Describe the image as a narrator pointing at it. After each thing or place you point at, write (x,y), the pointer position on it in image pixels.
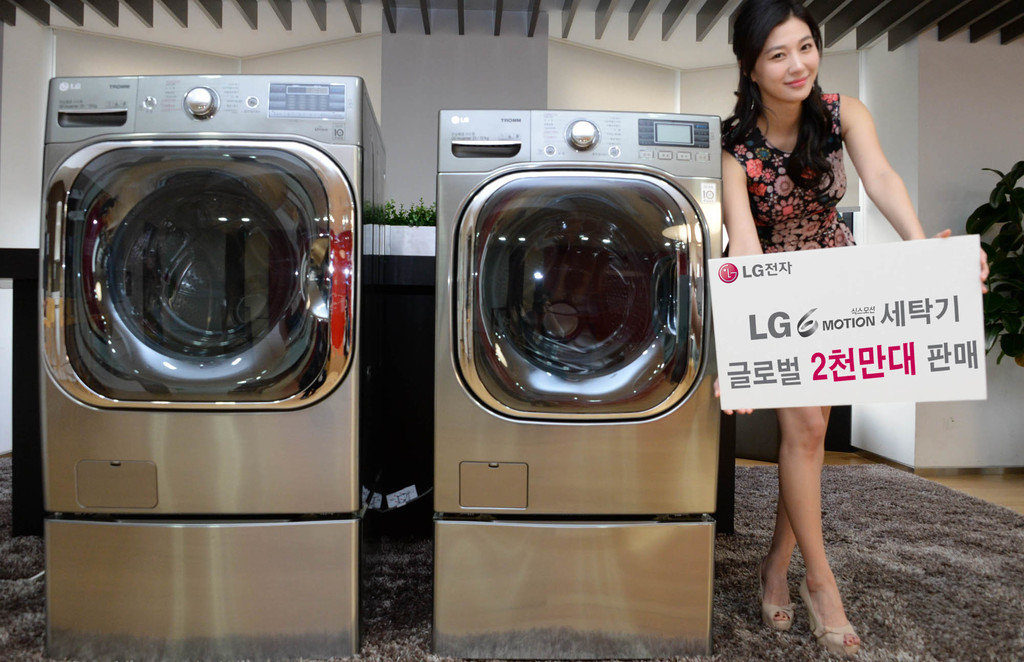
In this picture, we can see a woman (803,128) is standing on the carpet (799,570) and holding a board (831,324) and on the left side of the women (799,214) there are two machines (446,370). Behind the women (793,233) there are house plants (1011,314) and a wall (441,49).
